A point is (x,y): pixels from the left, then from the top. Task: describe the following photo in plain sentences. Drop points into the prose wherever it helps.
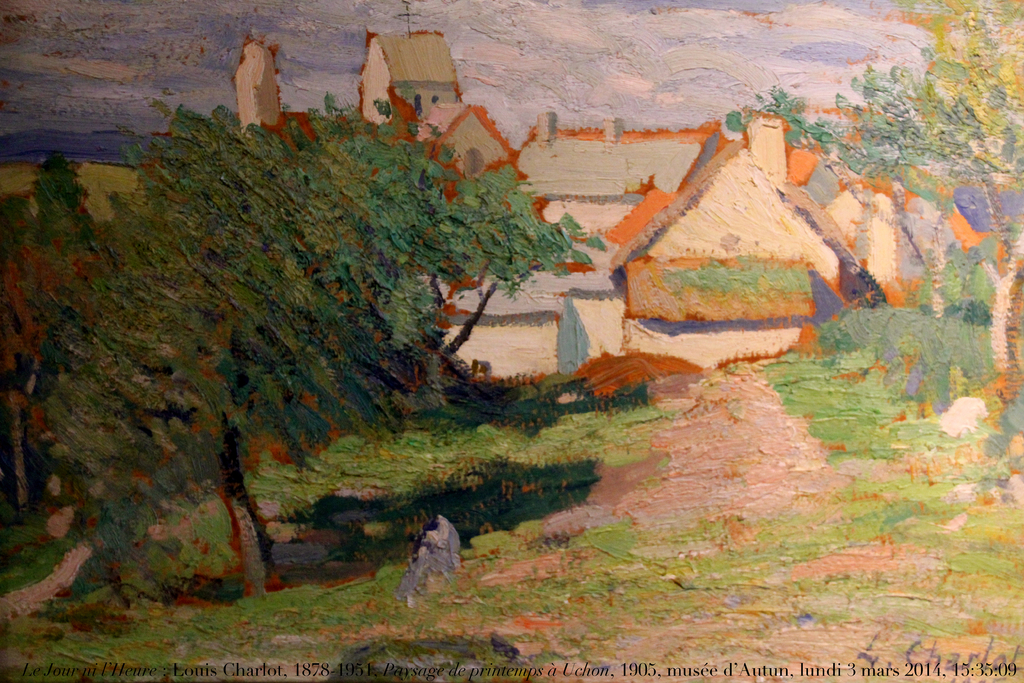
This image consists of a paper (114,117) with a painting (907,403) on it. In this image there are a few houses (605,202) and a few trees (296,296) and plants (886,325) on the ground (601,507). There is a sky (580,48) with clouds (194,42).
